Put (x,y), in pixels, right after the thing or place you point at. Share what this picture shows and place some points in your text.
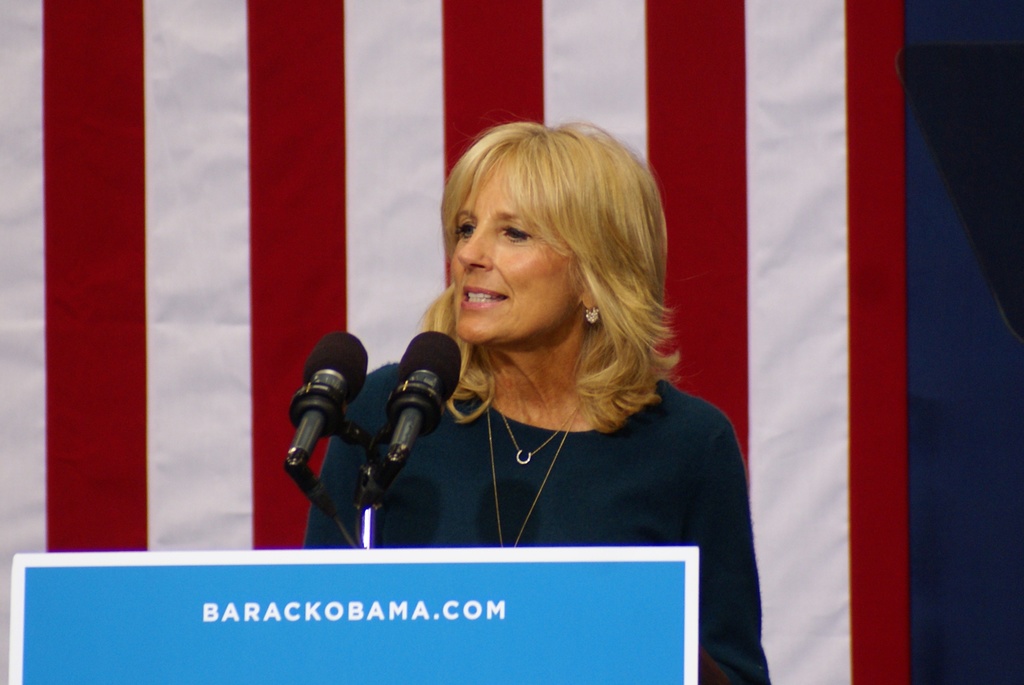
This picture shows a woman (356,405) standing at a podium (50,559) and speaking with the help of microphones (291,455) and we see a flag (731,232) on the back (694,191) and we see text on the podium (589,578).
